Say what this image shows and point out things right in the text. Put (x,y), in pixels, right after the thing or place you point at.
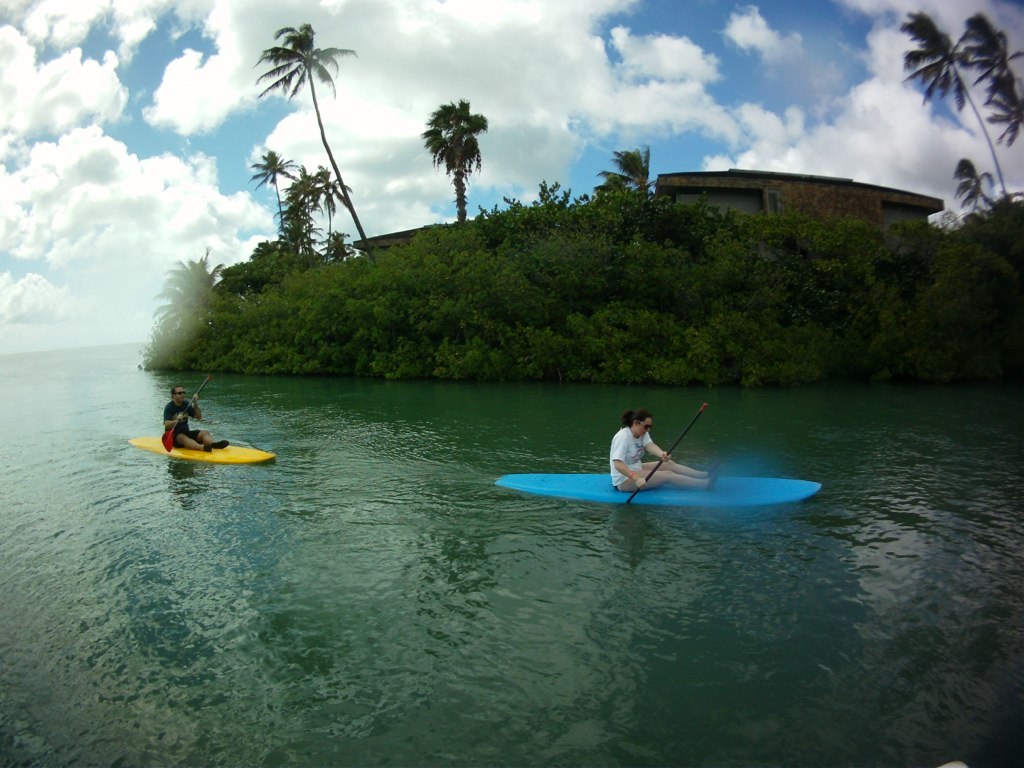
In this picture we can see there are two people (621,444) sitting on surfboards (178,449) and holding the paddles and the surfboards (522,482) are on the water (372,482). Behind the people (660,479) there are trees (623,295), house (813,203) and a sky (709,103).
